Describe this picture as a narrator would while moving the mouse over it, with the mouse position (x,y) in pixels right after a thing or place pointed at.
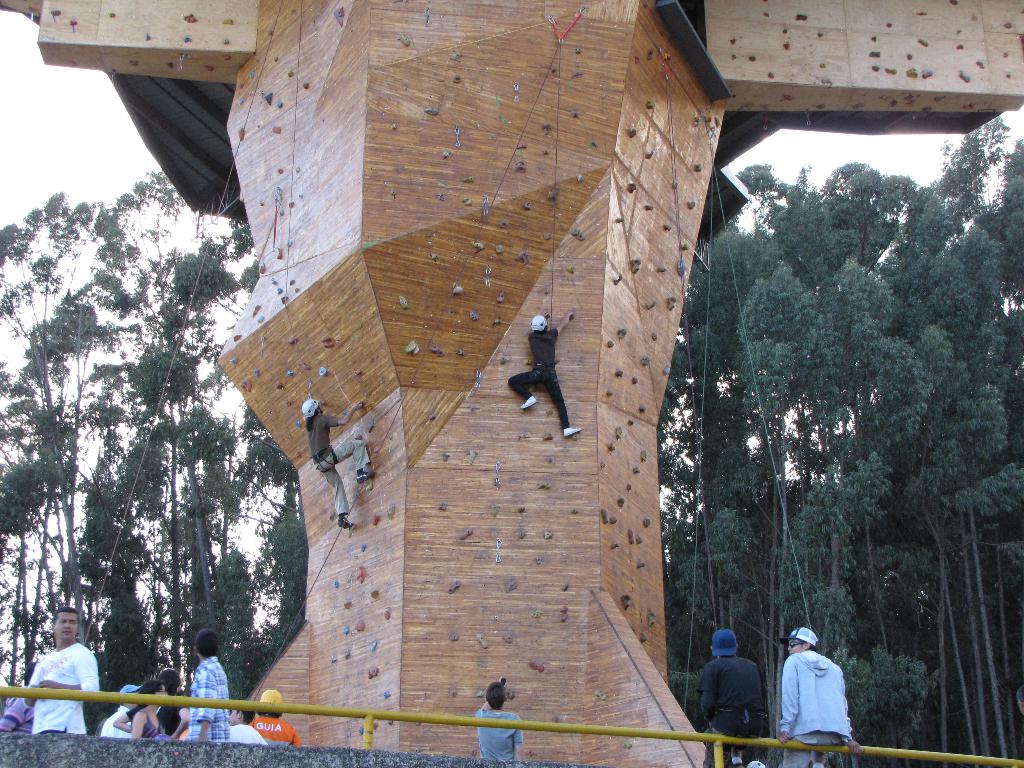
In this image there are group of persons (167,694) standing, sitting and climbing. In the background (859,382) there are trees (866,397).
